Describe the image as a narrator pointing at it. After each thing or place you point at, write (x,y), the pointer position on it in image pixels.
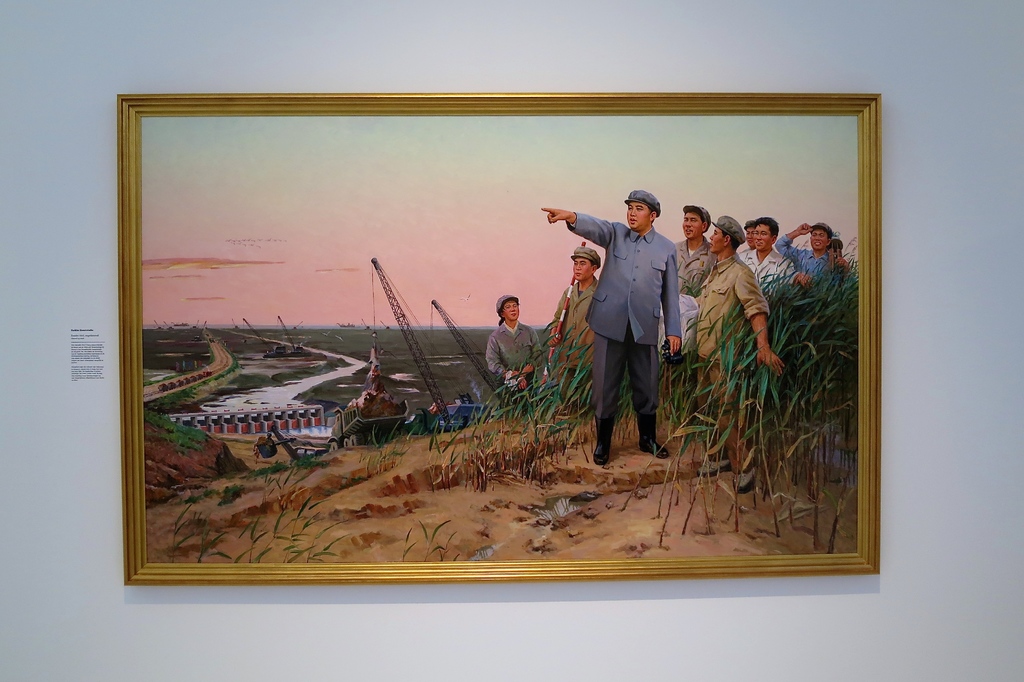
In this image we can see a painting (214,314) attached to the wall (123,68) and the picture (508,373) is of some group of persons (630,363) standing near the plants (571,434) and in the background of the image (212,419) we can see a dam (307,409) and some cranes (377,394).
